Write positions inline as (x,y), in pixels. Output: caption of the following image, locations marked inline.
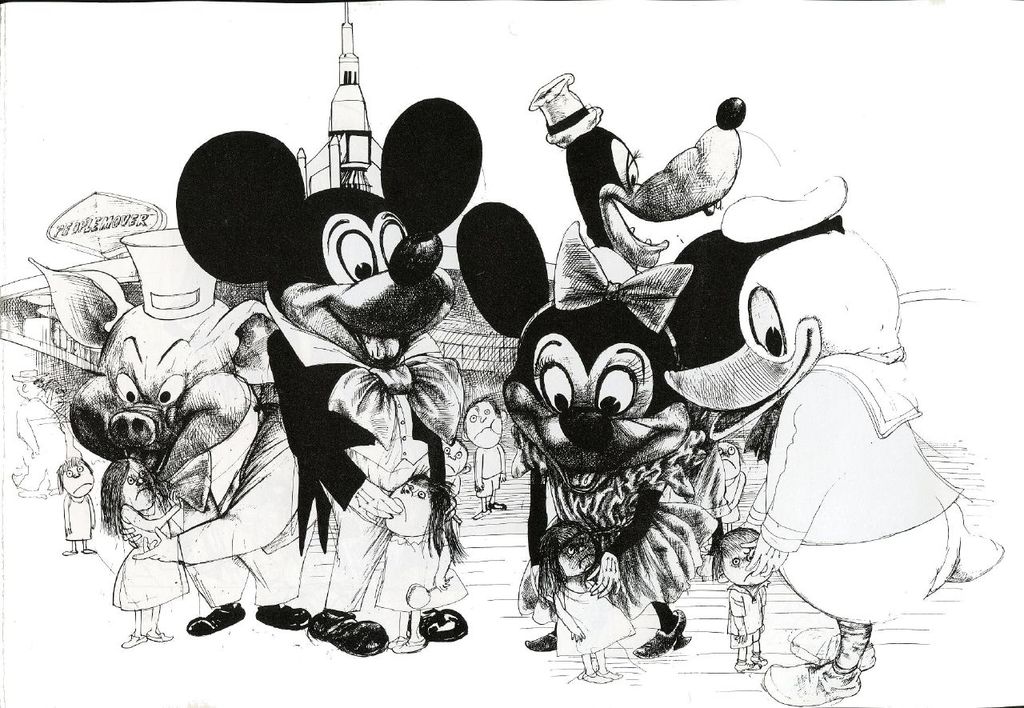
In this picture we can see cartoon images (499,478). Here we can see mickey mouse (354,607) who is holding to the girl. In the back (486,389) we can see building (480,368). Here we can see duck (853,536) and pig (194,385).
